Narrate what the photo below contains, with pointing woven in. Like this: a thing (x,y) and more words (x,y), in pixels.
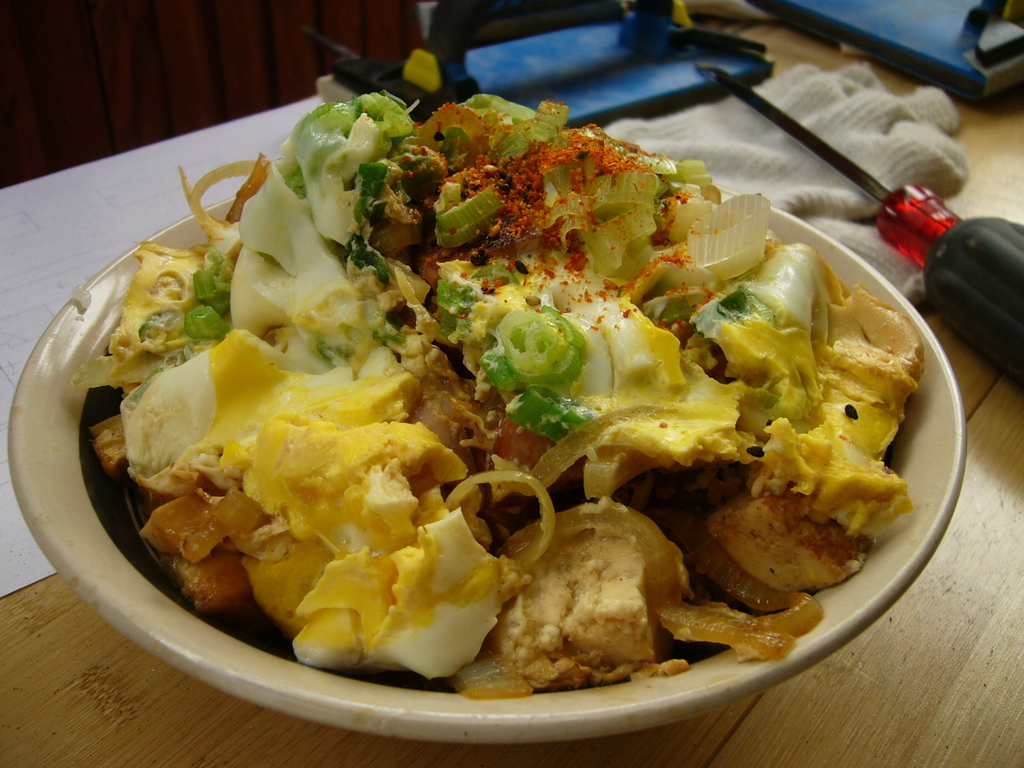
The picture consists of a table (910,693), on the table (83,706) there are paper (175,183), cloth (829,170), screwdriver (885,207), bowl (862,545), food item (444,387) and some other objects (648,34).
